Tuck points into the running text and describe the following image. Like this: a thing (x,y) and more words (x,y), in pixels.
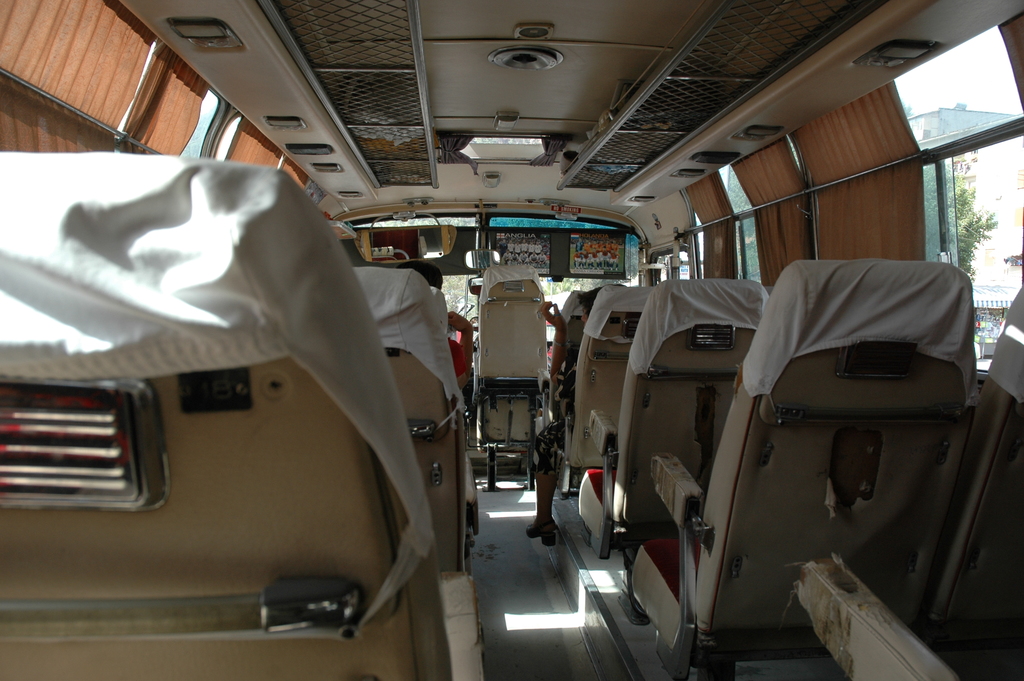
In this picture we can see an inside view of a vehicle (457,142), on the right side (747,500) and left side (220,378) there are seats (412,322) and curtains (780,148), there are some lights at the top of the picture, on the right side (968,236) there is a glass (983,235), from the glass (1008,241) we can see a tree (963,220) and a building (984,199).
